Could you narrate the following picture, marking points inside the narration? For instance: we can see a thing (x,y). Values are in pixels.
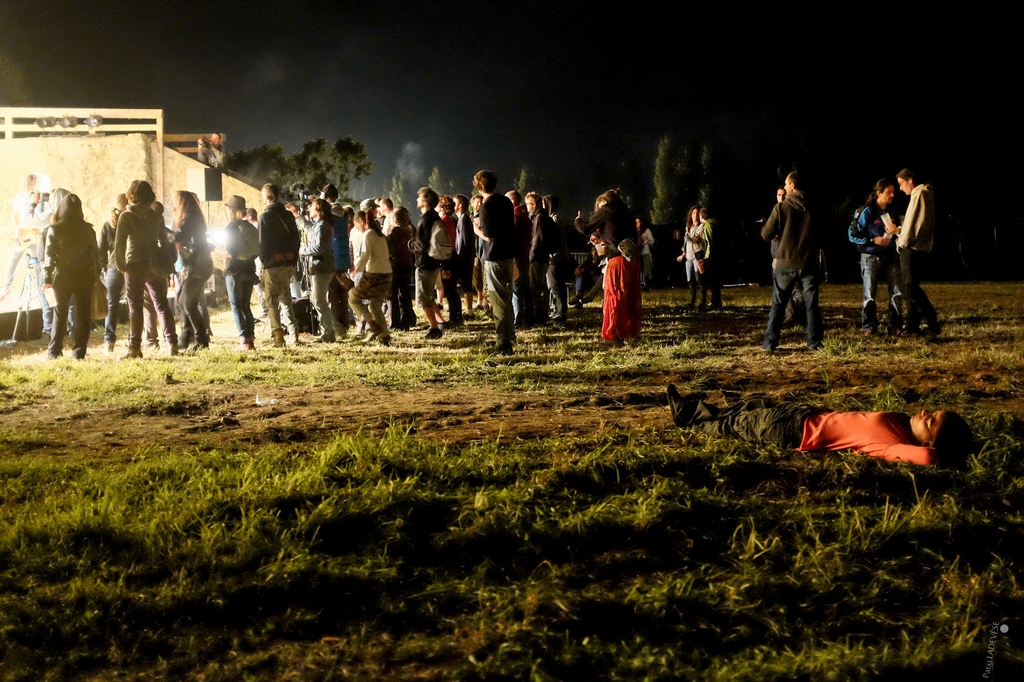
In this picture, we can see there are groups of people (451,221) standing and a person (712,421) is lying on the grass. On the left side of the people (139,245) there is a stand (29,279) and some objects (23,308). Behind the people (373,210) there are trees (439,172), smoke (408,171) and the dark background (631,130).
